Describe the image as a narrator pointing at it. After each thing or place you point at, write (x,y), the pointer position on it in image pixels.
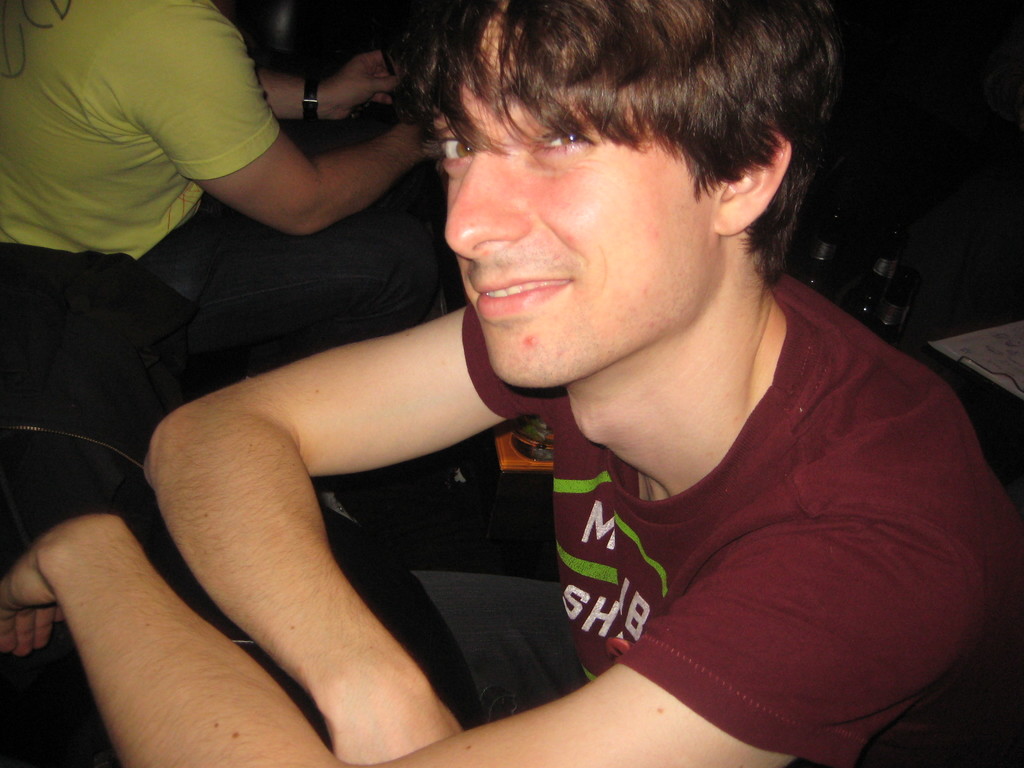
In the picture I can see a man (916,463) wearing a T-shirt (1015,528) and there is a smile on his face (472,131). It is looking like a table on the bottom left side of the picture (12,741). I can see the glass bottles (821,256) on the right side (816,268). I can see another person (279,142) on the top left side of the picture (279,142).
